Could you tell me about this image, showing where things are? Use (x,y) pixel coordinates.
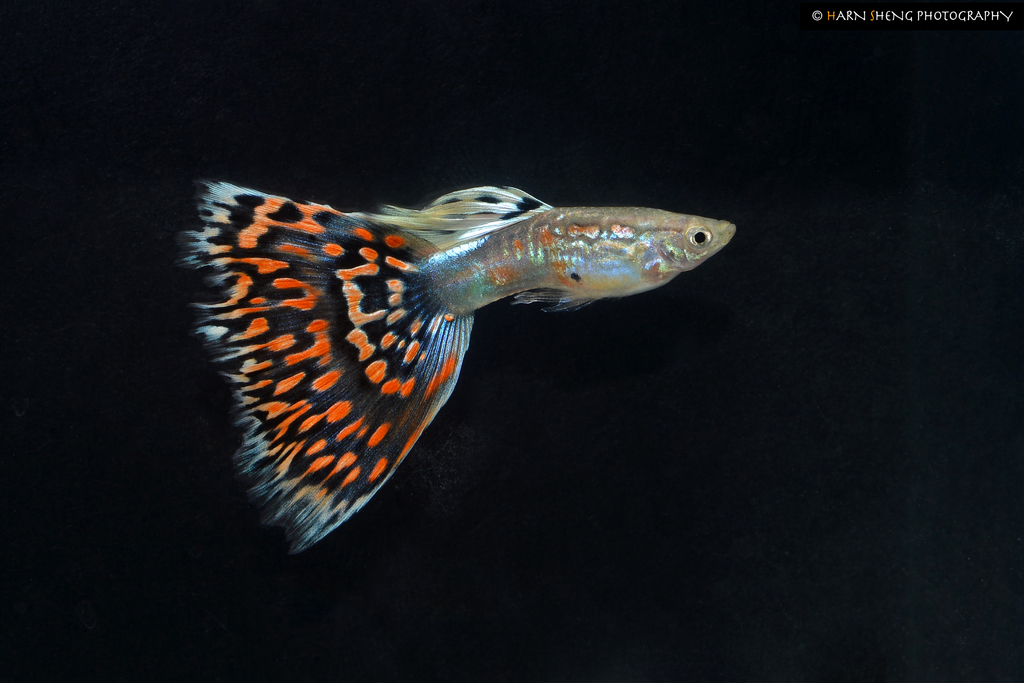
This picture contains a fish (456,232) in black and orange color. In the background (6,380), it is black in color.
